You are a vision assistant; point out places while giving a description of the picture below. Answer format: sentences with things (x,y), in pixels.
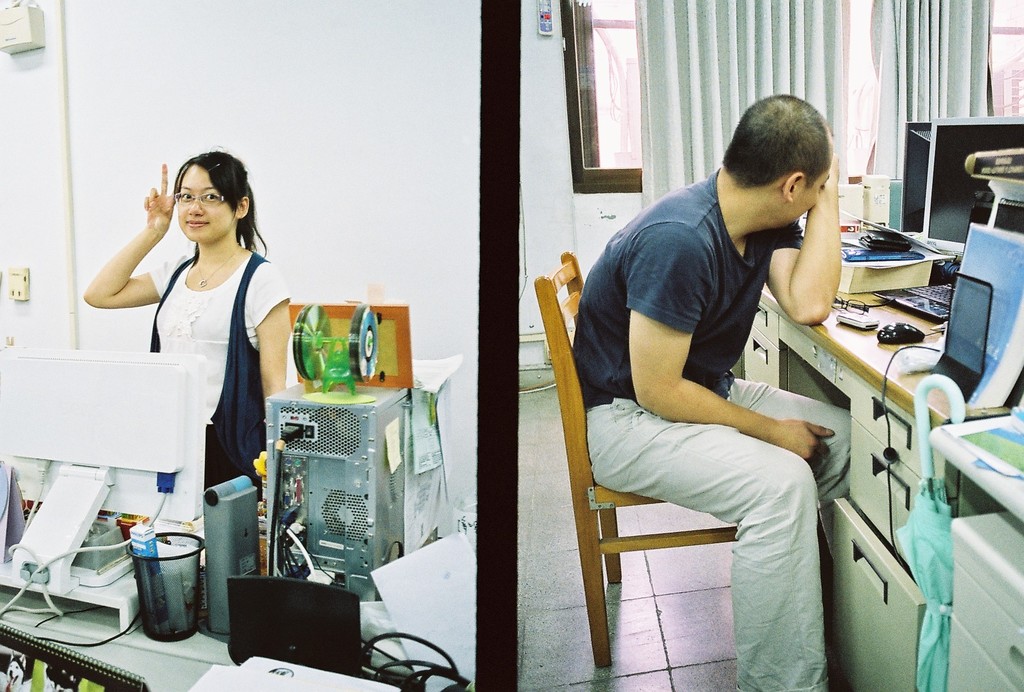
This picture is of inside the room (669,577). On the right (865,460) there is a table (857,448) on the top of which a laptop (942,287), a monitor (941,242), a mouse (890,335) and some books (896,260) are placed, beside that there is a man (683,284) wearing blue color t-shirt (689,247) and sitting on the chair (608,513). On the left (210,262) there is a woman (222,222) wearing white color t-shirt (218,301), standing and smiling and there is a table (197,656) on the top of which a CPU (319,439), a Monitor (166,453), pen stand (164,588) and some papers (409,570) are placed. In the background (240,35) we can see a wall (413,55), window (630,82) and curtains (877,35).
